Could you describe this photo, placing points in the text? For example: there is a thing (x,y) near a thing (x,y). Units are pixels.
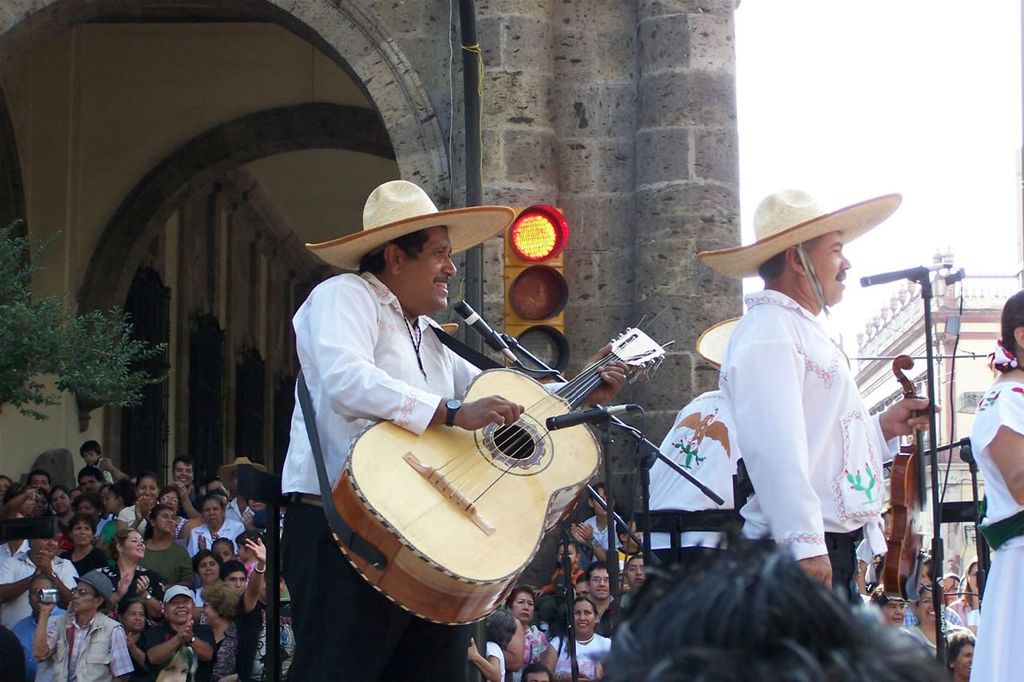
In this image, In the middle (462,450) there some people (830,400) standing and holding music instrument (461,489) which is in yellow color, In the right side (811,493) there is a man (804,367) standing and he is singing in the microphone (865,282) which is in black color, In the background (533,637) there are some people (169,573) standing and there is a green color plant (52,349).
